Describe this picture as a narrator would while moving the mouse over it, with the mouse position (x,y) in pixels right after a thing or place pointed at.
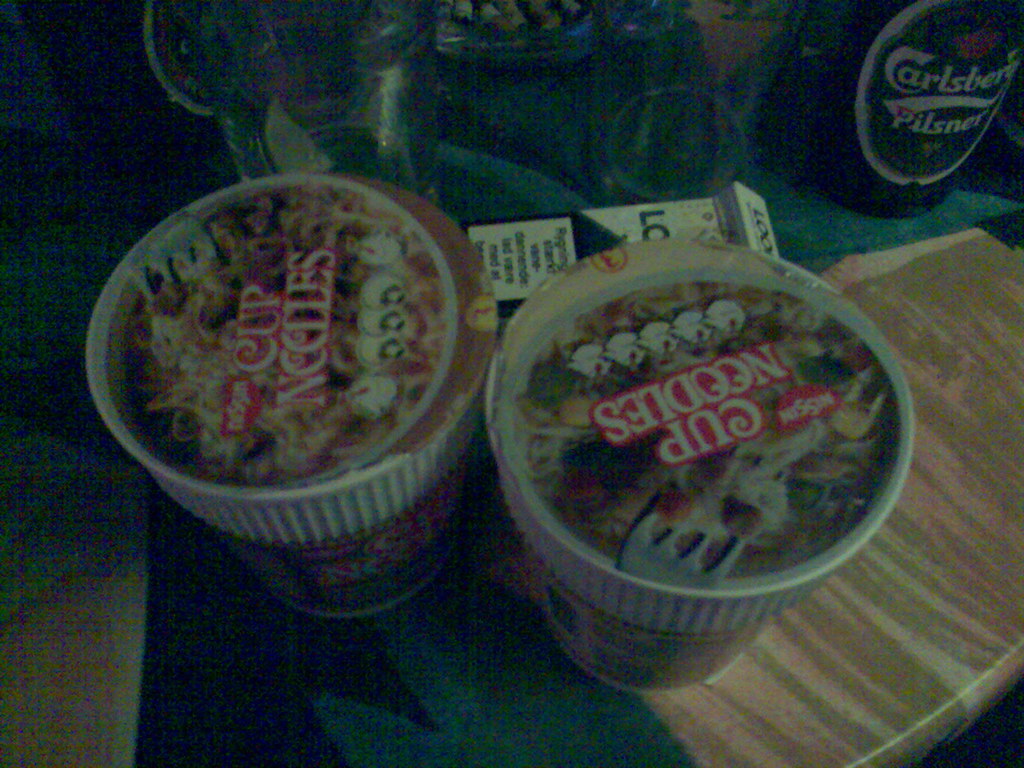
In this image, we can see some food items (709,511), a bottle (842,18), a few glass objects (656,86) and a box (526,239) are placed on an object (62,369).
